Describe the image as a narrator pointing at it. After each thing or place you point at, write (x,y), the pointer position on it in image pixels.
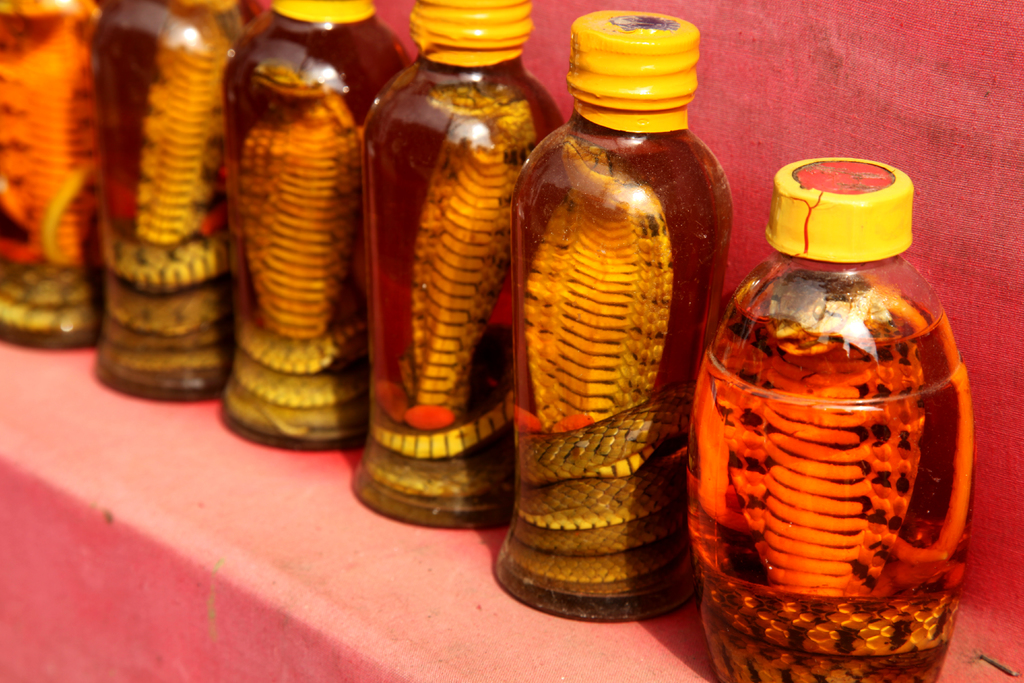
there are many bottle (598,250) in the bottle (378,248) there are snakes (134,279).
